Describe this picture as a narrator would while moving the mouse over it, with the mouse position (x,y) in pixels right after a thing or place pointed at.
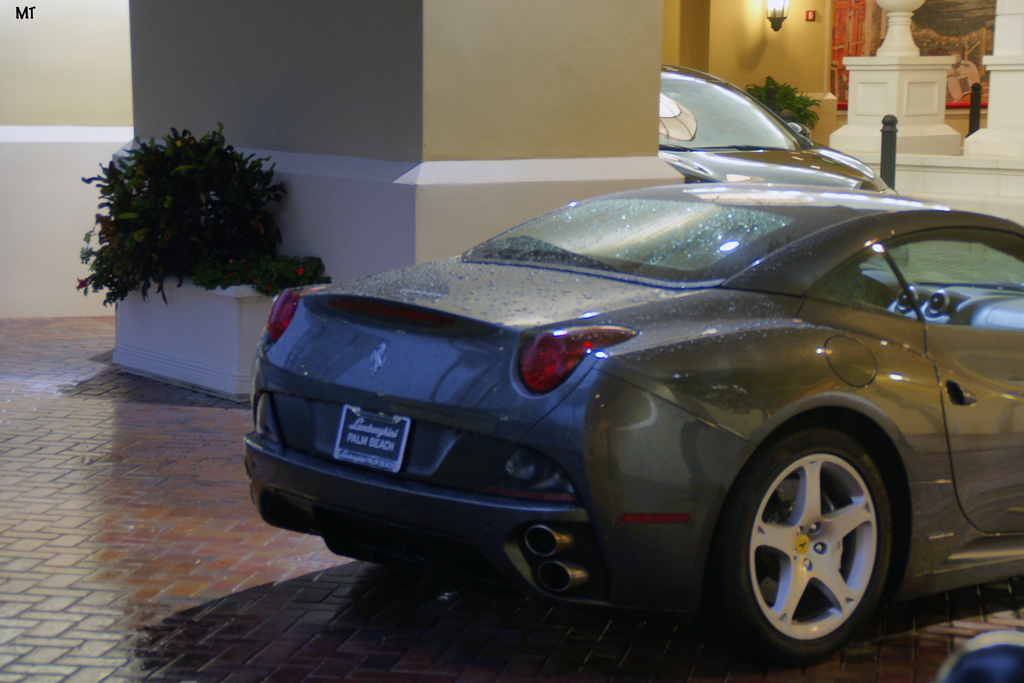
In this picture, we can see a few vehicles (799,148), ground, pillars (853,149), plants (200,153) in pot (192,297), we can see the wall (721,35) with lights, posters (978,36), and we can see some poles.
